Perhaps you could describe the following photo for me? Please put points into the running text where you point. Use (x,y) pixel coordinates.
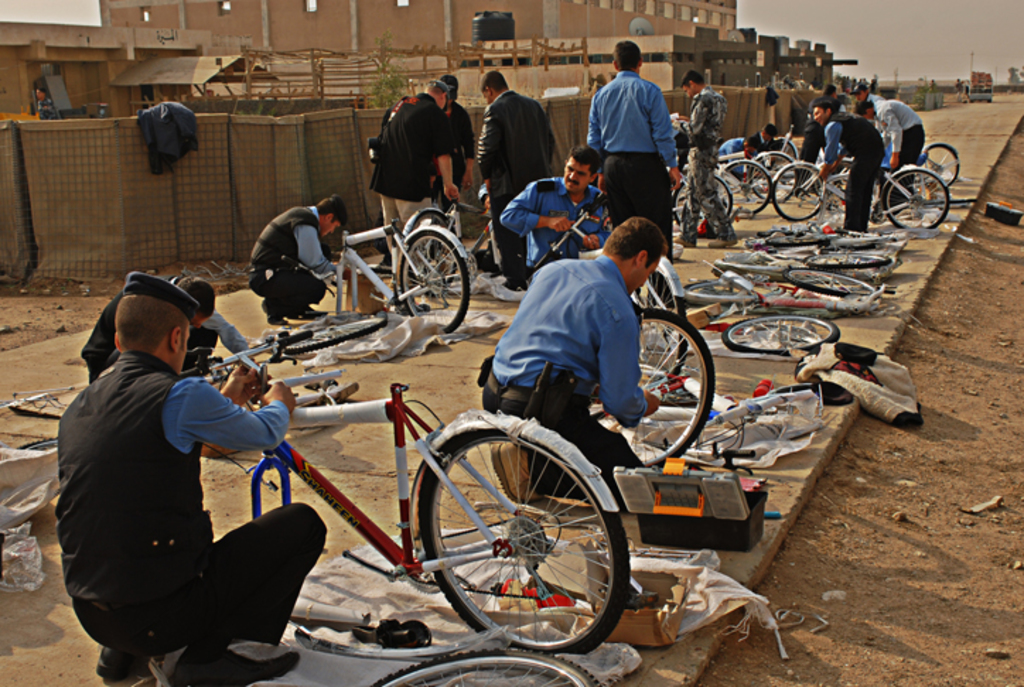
In this picture there is a man (185,620) who is in squat position and assembling the cycle (528,535). In the background (907,104) we can see group of persons (721,130) were doing the same work and some peoples (617,147) are standing near to the bicycles (694,298). On the background (721,22) we can see a building (621,25). Here we can see water barrel (505,20) and wooden fencing (556,55). On the top right corner (947,38) there is a truck (971,84), tree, poles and sky (1012,37).
